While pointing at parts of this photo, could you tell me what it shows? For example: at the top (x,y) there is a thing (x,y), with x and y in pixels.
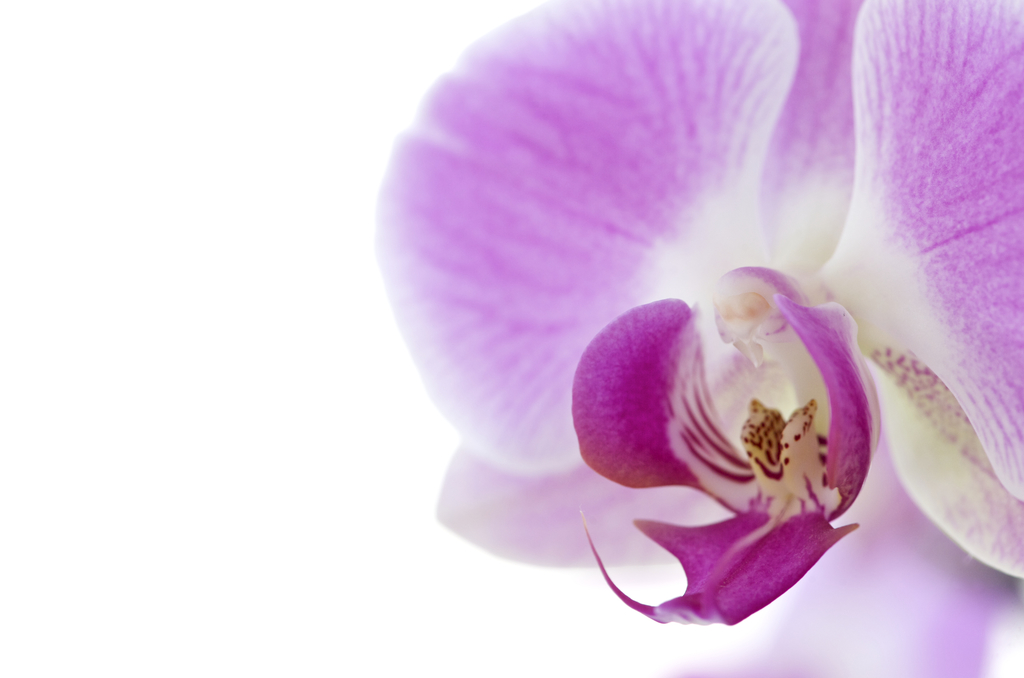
In this image we can see a flower (536,300) and we can also see white background (91,252).
